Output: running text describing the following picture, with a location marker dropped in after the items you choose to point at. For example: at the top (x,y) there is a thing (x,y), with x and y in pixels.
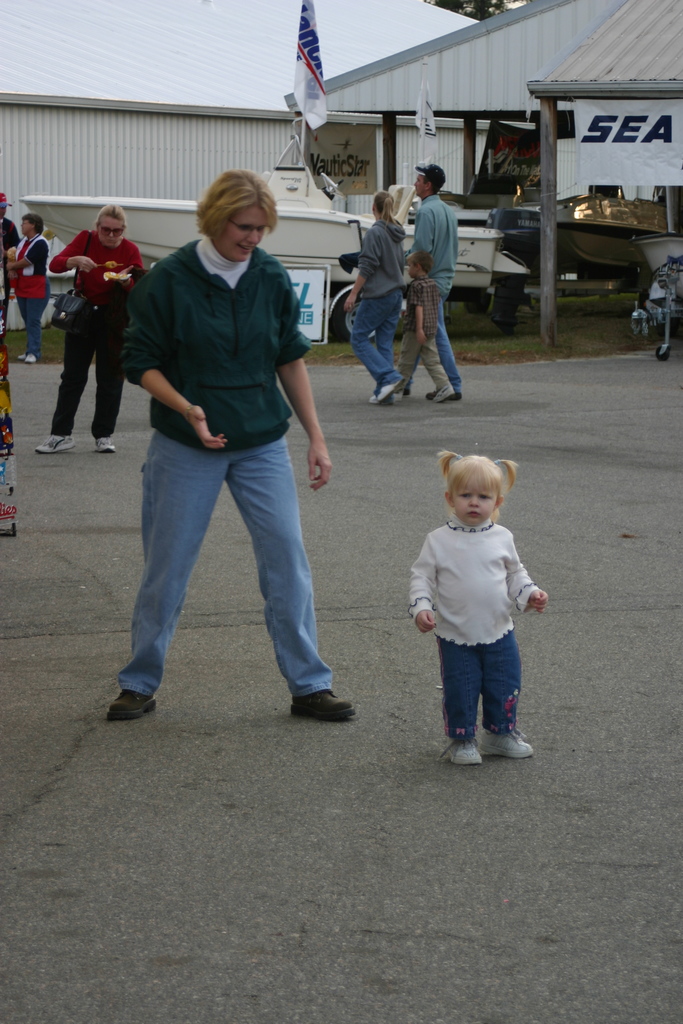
In this image we can see many people (217,338). In the back (314,108) there is a flag (308,88). Also there is a building (176,171) with pillars (553,266).
